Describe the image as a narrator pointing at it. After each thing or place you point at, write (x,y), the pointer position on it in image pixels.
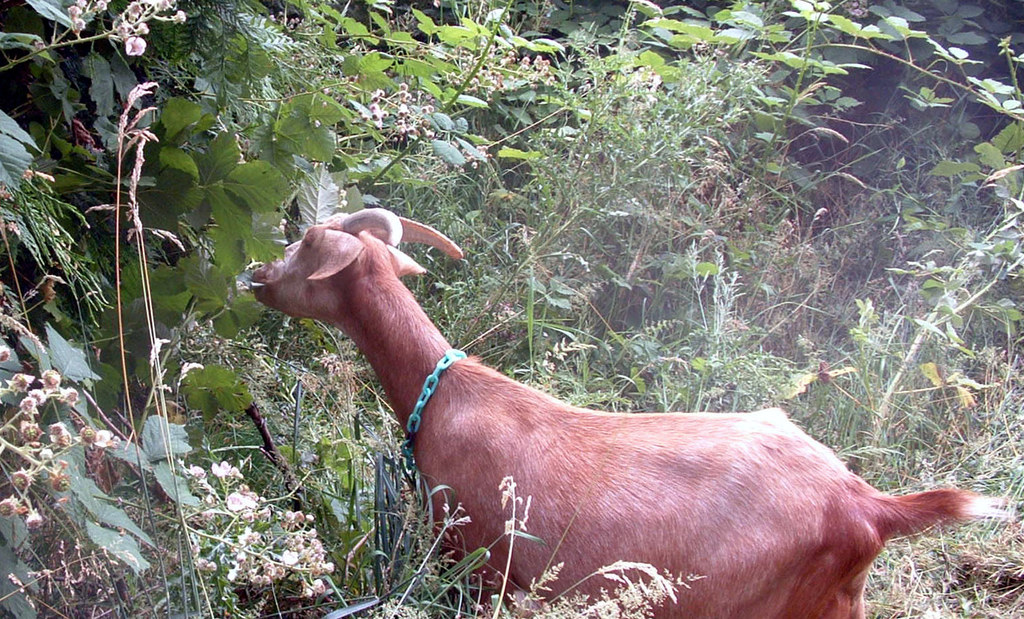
This image is taken outdoors. In the middle of the image (360,284) there is a goat (398,264). In this image there are many plants (359,148) with green leaves (178,200) and stems (615,81). There is a ground (931,595) with grass (796,400) on it. There is a chain (417,403) around the neck (425,354) of a goat (420,380).
